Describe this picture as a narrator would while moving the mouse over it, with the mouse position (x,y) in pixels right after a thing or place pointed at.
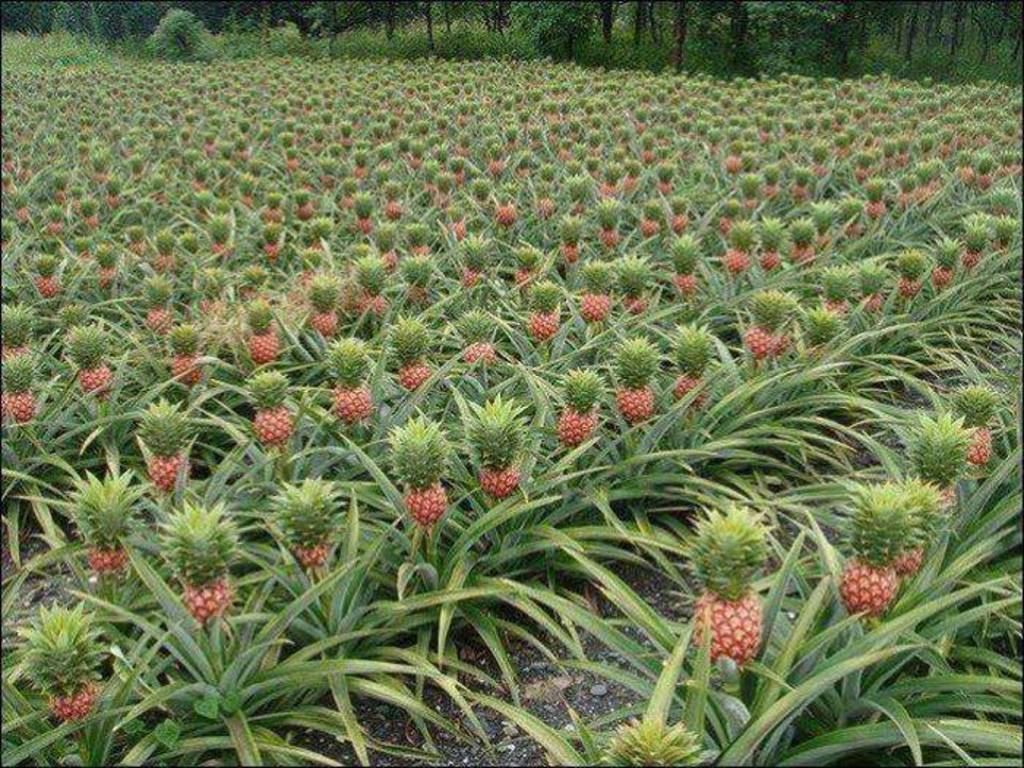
We can see a number of plants (763,149) with pineapples (217,533). Background (941,40) there are trees (566,31).
